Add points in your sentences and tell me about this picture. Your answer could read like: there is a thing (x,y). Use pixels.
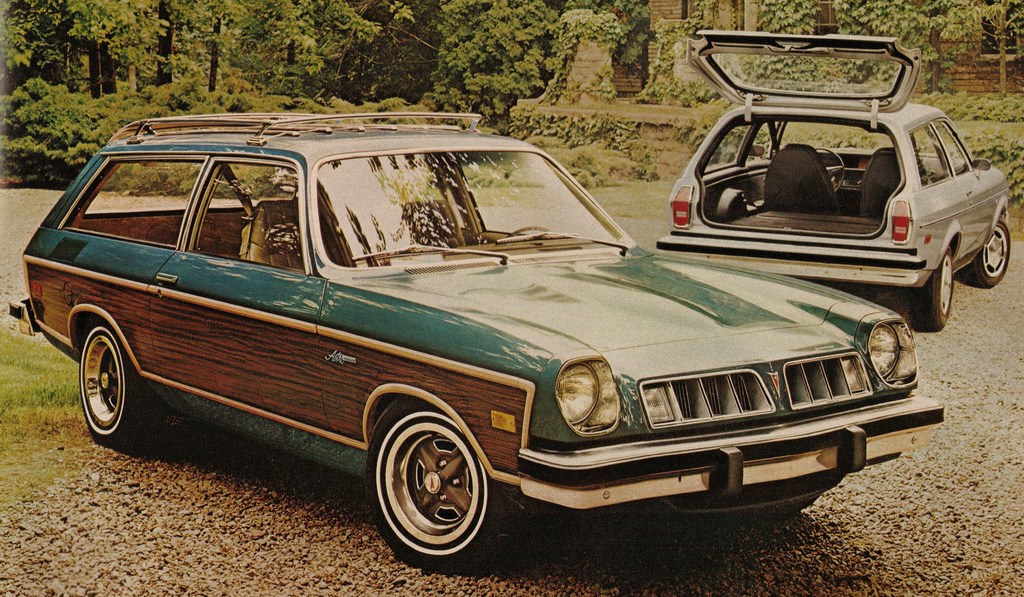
In this image, there are two cars (389,476), at the background (321,95) there are some plants (55,99) and trees (342,5), there is a house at the right side (835,16).
